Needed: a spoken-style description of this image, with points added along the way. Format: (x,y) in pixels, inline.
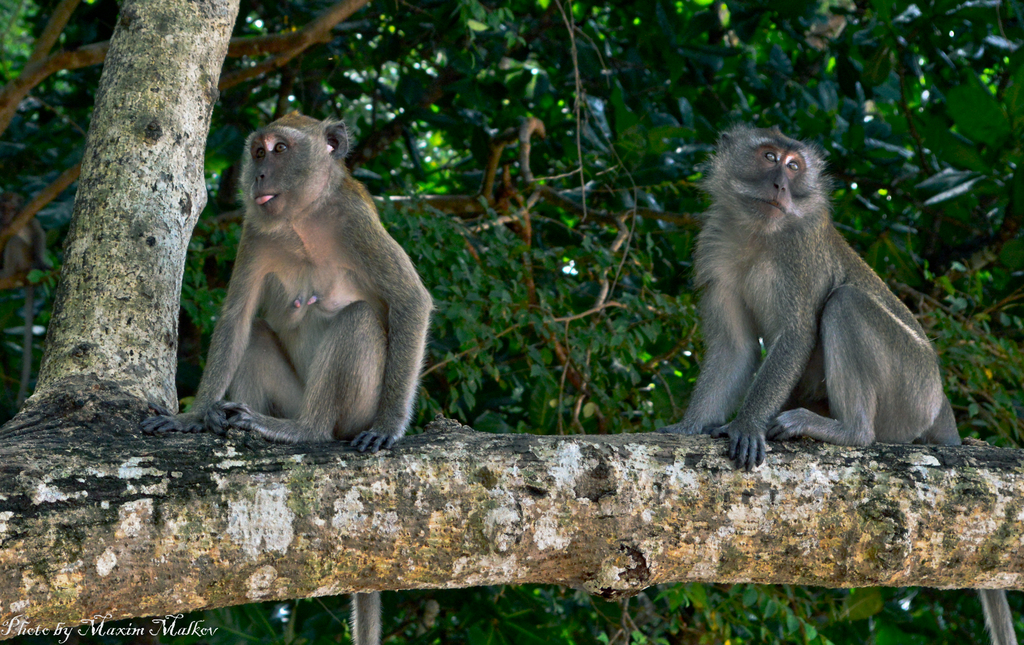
In this picture we can see two monkeys (348,302) sitting on a branch (392,475) of a tree (330,484), in the background (595,106) there are trees (561,102).
